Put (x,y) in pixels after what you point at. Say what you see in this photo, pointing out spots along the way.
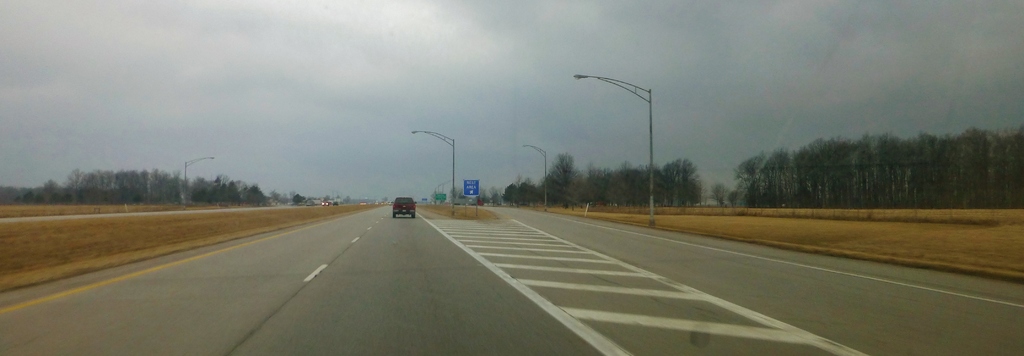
In this picture, we see vehicles (411,210) moving on the road (363,223). Beside that, we see a street light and a blue color caution board (473,192). On either side of the picture, we see trees (202,201) and street lights (186,195). At the top of the picture (484,53), we see the sky (528,90).
